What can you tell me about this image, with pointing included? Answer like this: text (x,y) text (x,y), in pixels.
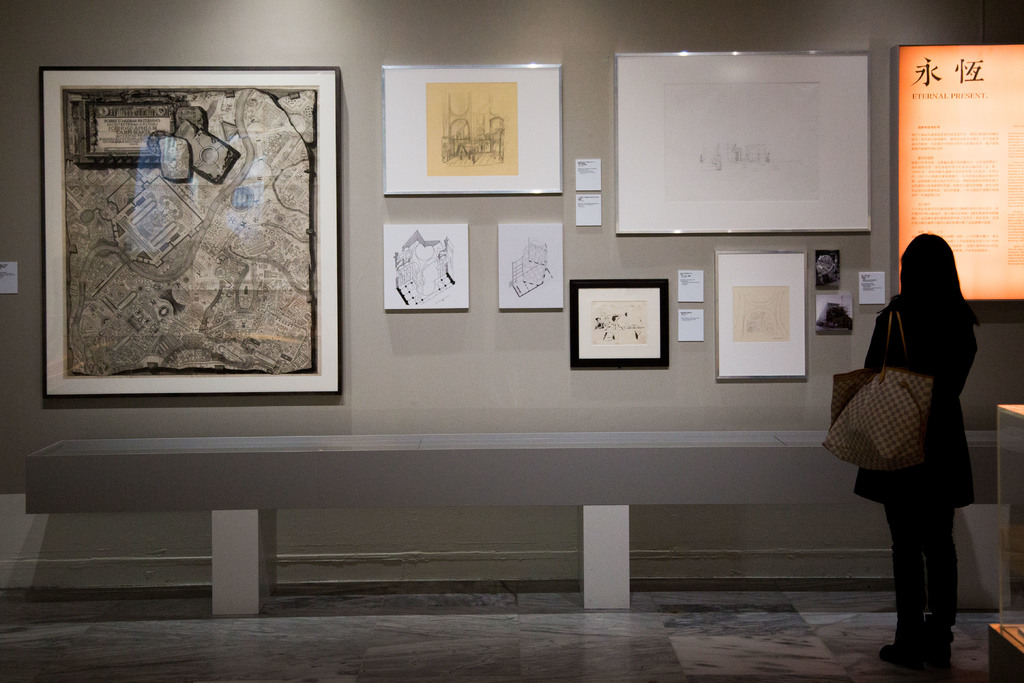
In this picture I can see a person (935,347) standing with a bag (921,415), and in the background (286,106) there are frames (232,191) attached to the wall (167,56).
